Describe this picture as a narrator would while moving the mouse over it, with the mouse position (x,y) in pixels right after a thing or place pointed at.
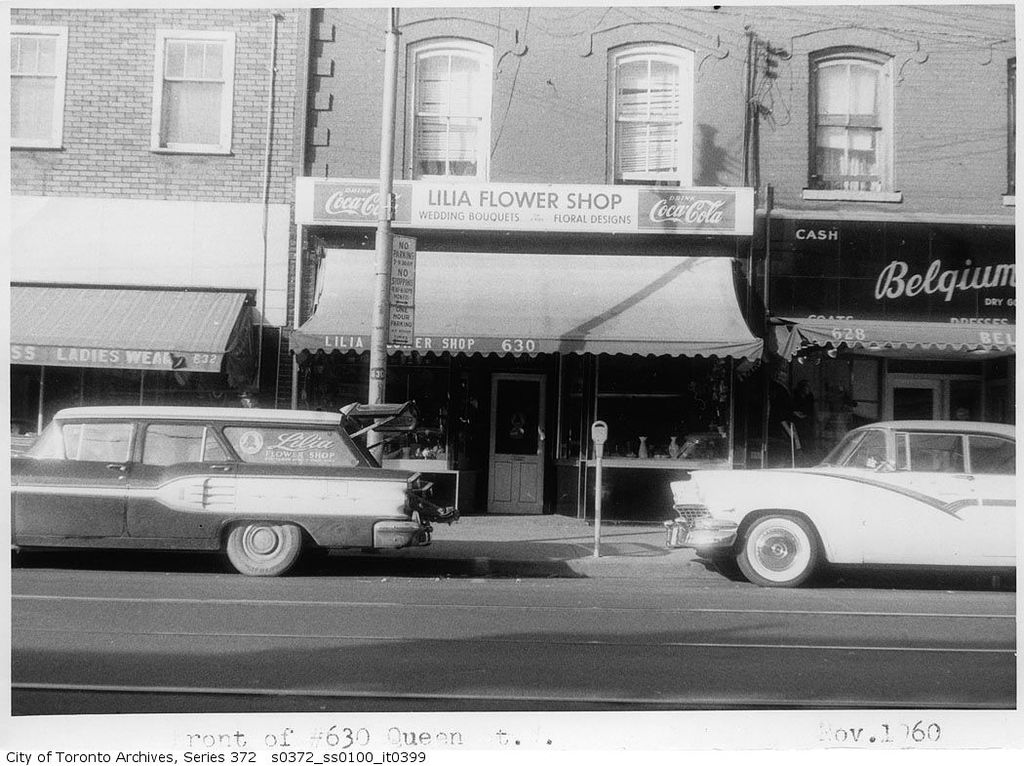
In this picture I can see the cars (825,492) on the road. In the back (700,101) I can see the building (501,253). On the right (1000,305) I can see the advertisement board (965,247). In the center (399,311) I can see the banners (405,242) on this electric pole (386,234). At the bottom (275,760) I can see the watermark (338,752). At the top (850,134) I can see some windows (448,161).
